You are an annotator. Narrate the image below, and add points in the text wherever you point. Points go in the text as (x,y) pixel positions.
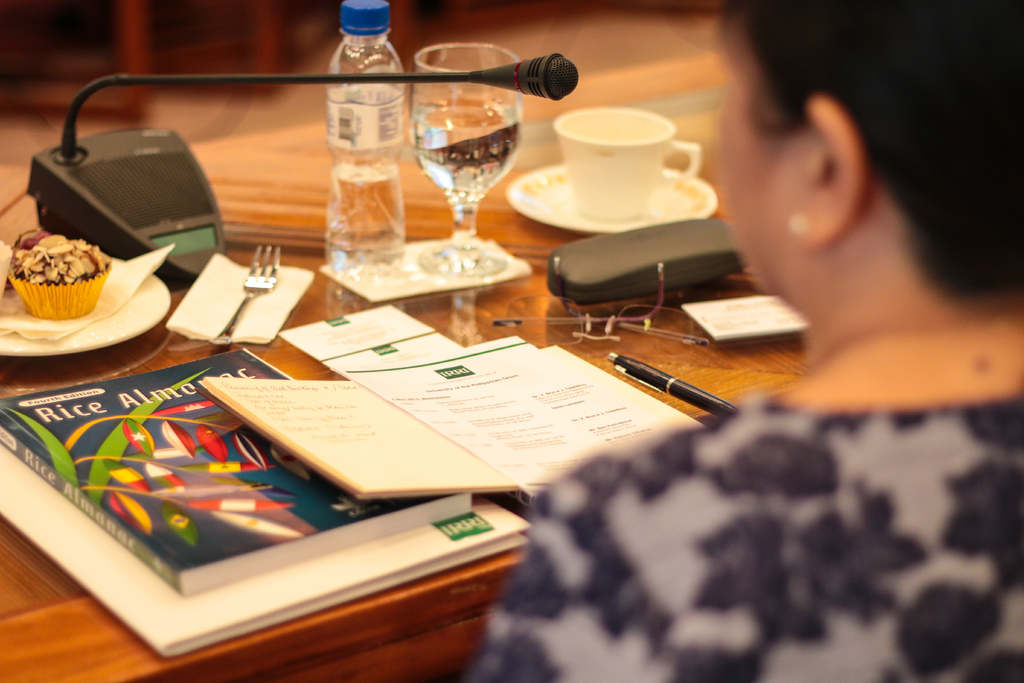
In the image we can see one person (709,519) sitting on chair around table (445,330). On table (665,365) we can see books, pen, bottle (371,149), glass (489,145), cup (609,132), microphone (426,80) etc.
